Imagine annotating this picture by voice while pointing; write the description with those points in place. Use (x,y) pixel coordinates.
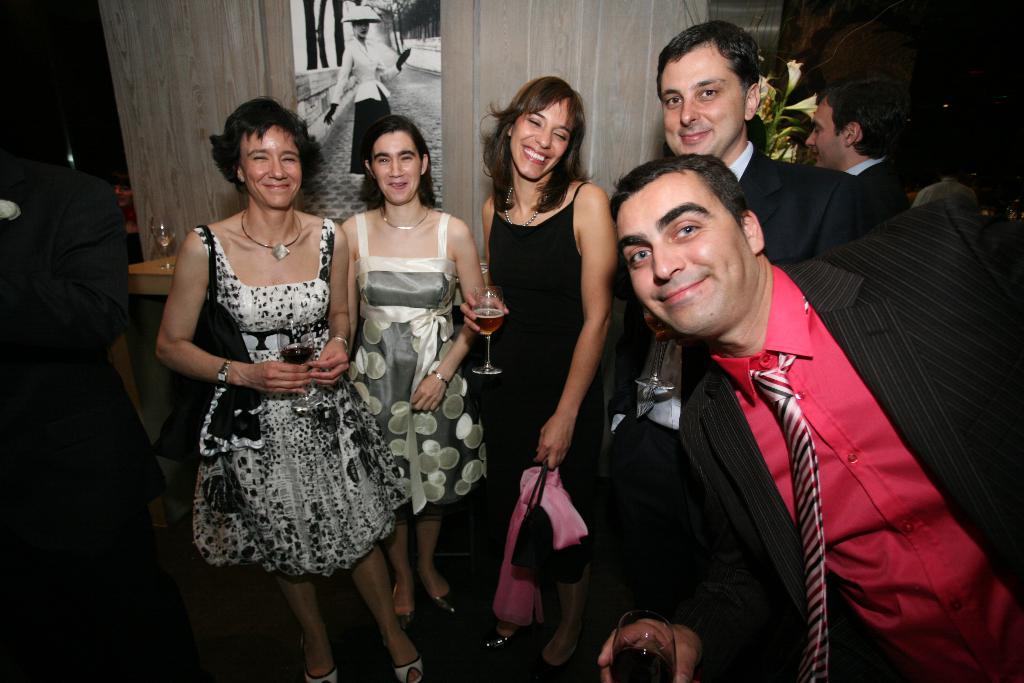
In this image I can see few people (405,298) are standing and I can also see smile on their faces (727,72). In the background (503,101) I can see a poster (293,29) on the wall (534,41) and in the front (789,617) I can see a man (706,661) is holding a glass (650,614). I can also see few women (547,417) are holding glasses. On the top right side of this image (789,72) I can see a plant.
